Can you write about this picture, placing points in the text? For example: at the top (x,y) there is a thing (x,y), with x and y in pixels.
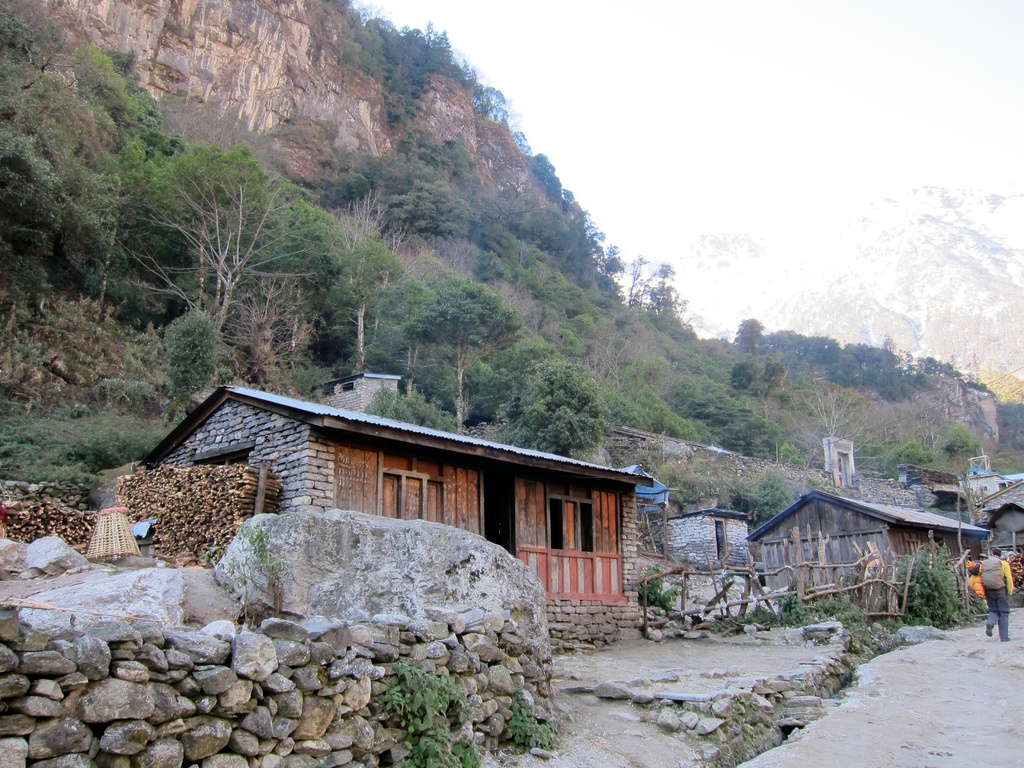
In this image in the center (421,493) there are some houses (675,518) and some people (974,586) are walking, and also we could see some stones (500,665), rocks (818,671). At the bottom (873,695) there is walkway (916,679) and some plants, basket (135,540) and in the background (233,365) there are trees (347,294) and mountains (894,251). At the top (658,183) there is sky (701,137).
